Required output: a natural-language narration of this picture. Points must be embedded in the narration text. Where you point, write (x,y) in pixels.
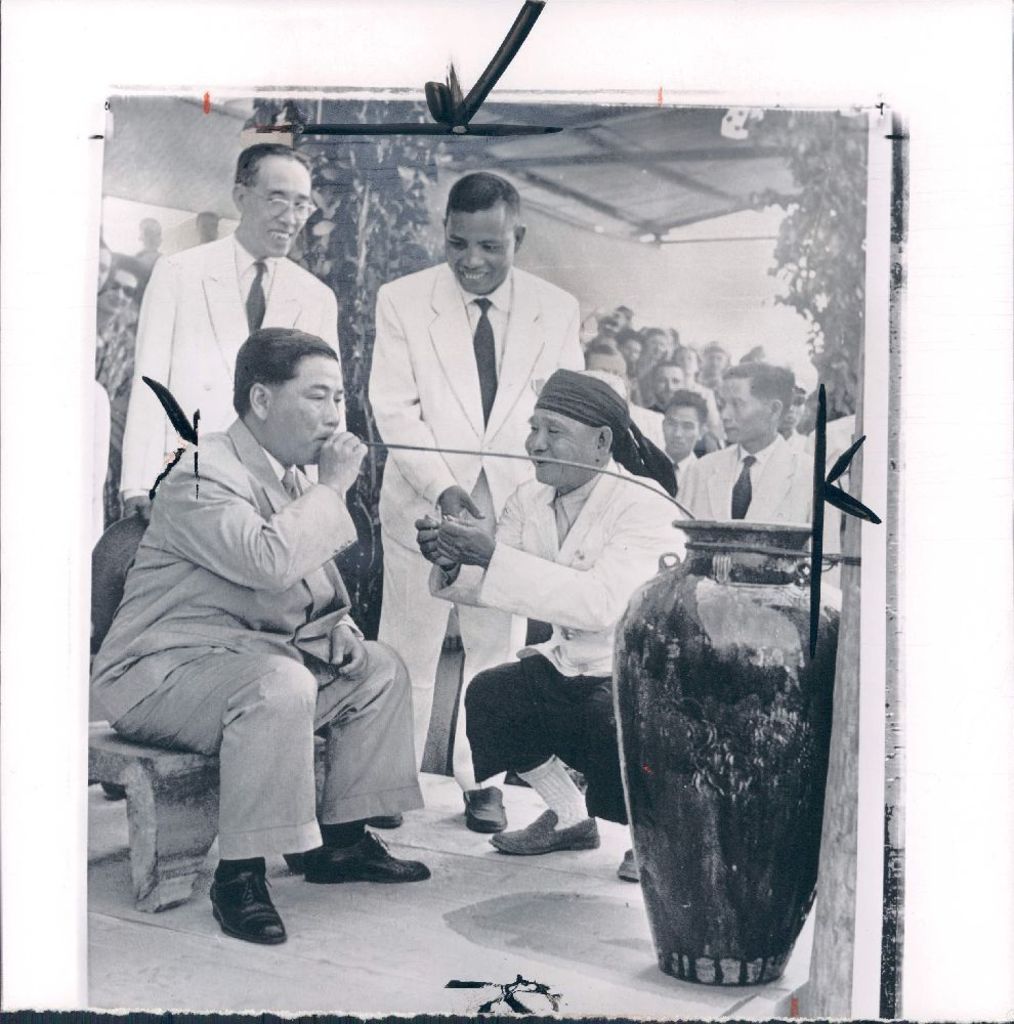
This is a black and white edited image, where we can see the pot (745,755) on the right side (697,946) and a men (332,724) sitting on the stool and holding straw (563,465) in his hand (342,472) on the left side (321,454). In the background (250,249), there are three men (428,282) standing and squatting around the person (314,533). We can also see the crowd (666,386), shed (614,180) and the plants (833,239) in the background (800,478).
